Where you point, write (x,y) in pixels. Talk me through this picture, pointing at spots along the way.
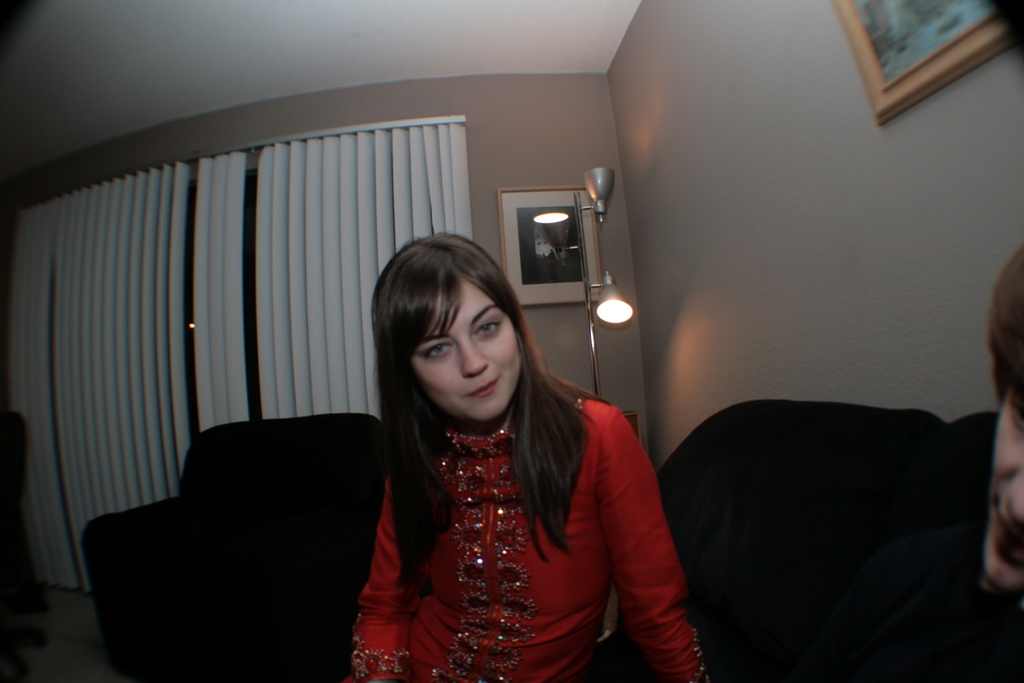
In this picture we can see there are two people (474,491) sitting on a sofa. Behind the woman (540,546) there is a chair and a stand (605,274) with lights (612,317). Behind the chair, there are photo frames (930,6) and a window shutter (261,256) on the wall (579,314).
